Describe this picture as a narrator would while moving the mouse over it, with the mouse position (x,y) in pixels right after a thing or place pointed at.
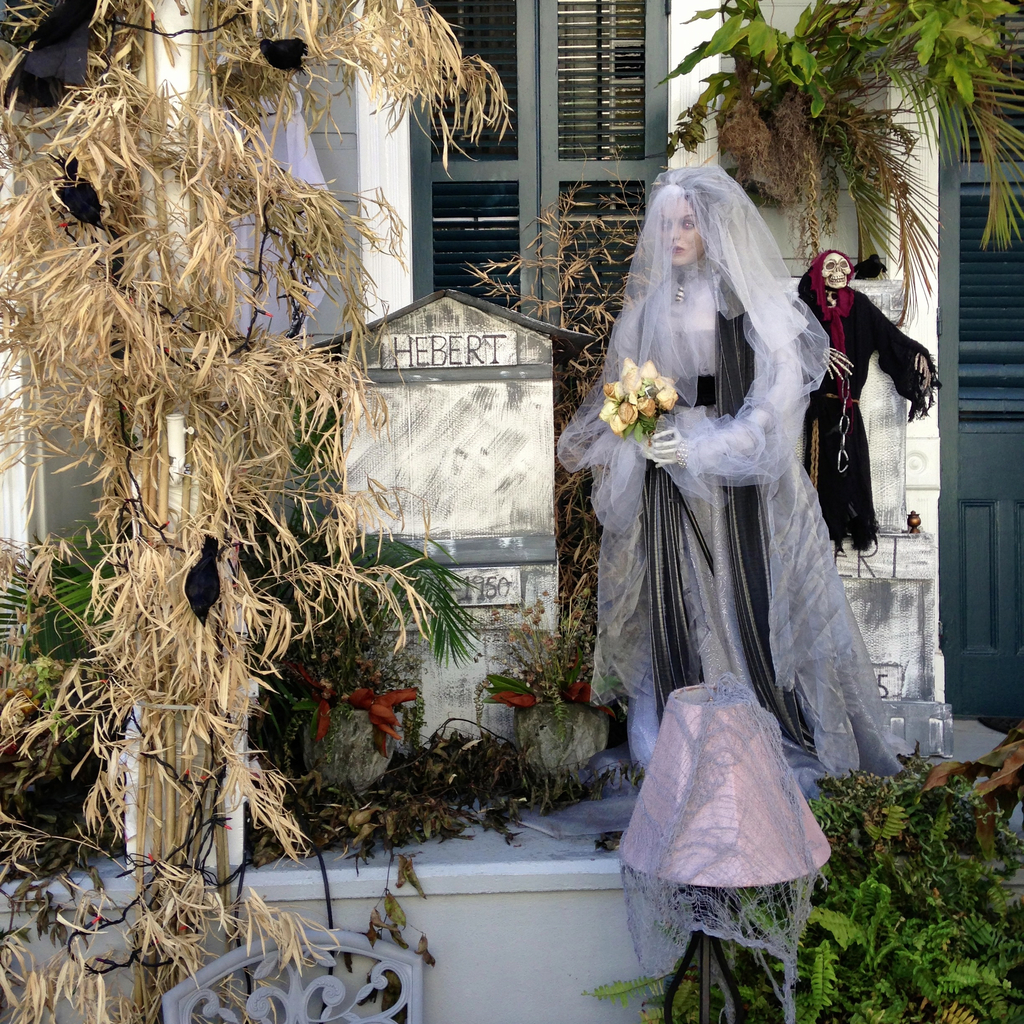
In this picture I can see there is a grave (475,715) and there is a doll of woman (696,467) standing on to right (696,430) and there is a skeleton (850,488) in the backdrop (850,388) wearing a black dress (850,331) and there are few plants (338,528) and there is a window (567,40) and a door (1007,567).
